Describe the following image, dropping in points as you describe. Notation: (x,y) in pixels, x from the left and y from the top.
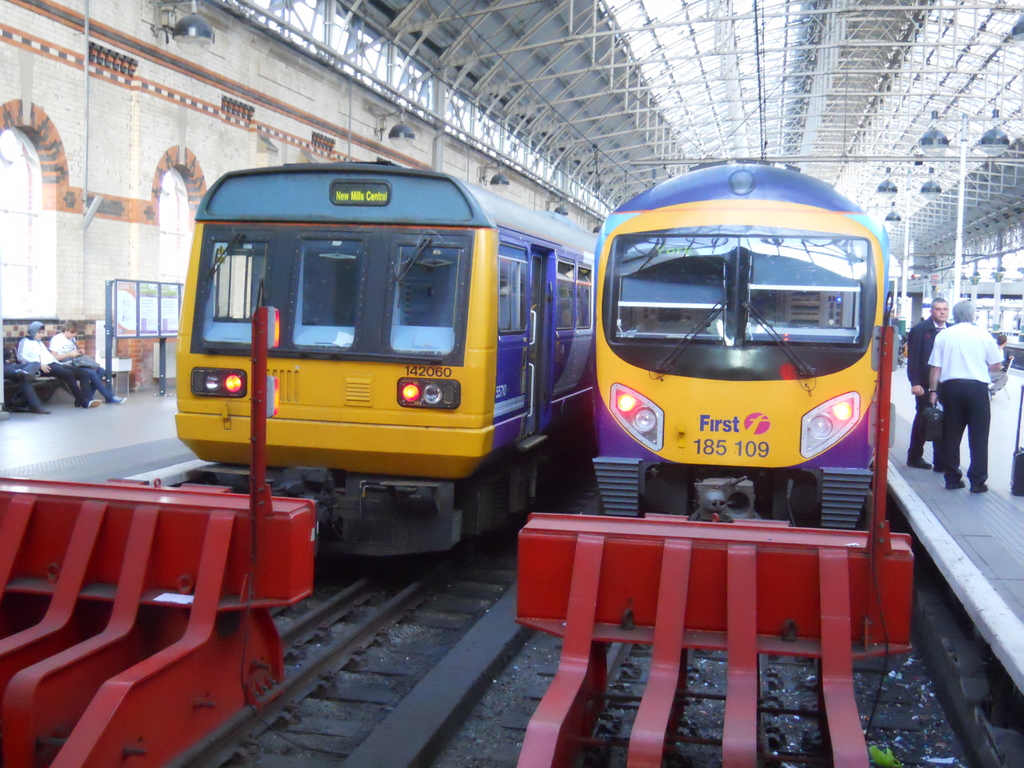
In the center of the image (558,347) trains (567,366) are there. At the top of the image (650,68) roof (629,73) is there. At the bottom of the image (469,698) railway track (479,710) is there. On the right side of the image (914,372) two persons (942,333) are standing on the platform (965,535). On the left side of the image (78,363) some persons (54,362) are sitting on the bench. At the top of the image (156,59) lights (188,42), wall (65,92) are there.
